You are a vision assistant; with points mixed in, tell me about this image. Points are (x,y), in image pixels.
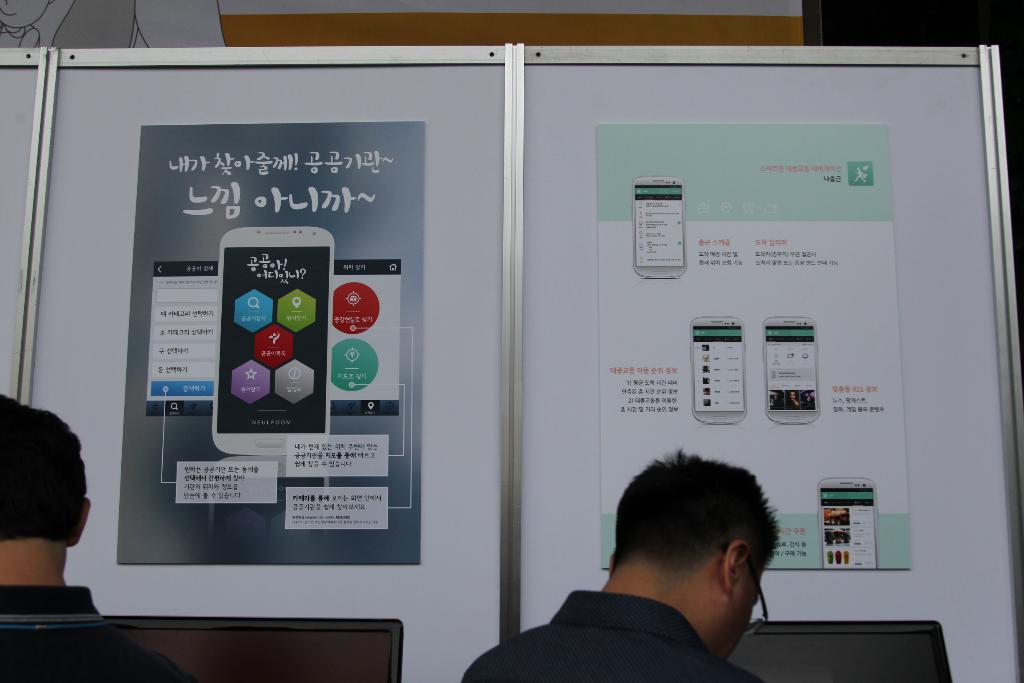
In this image we can see two persons (601,674) standing in front of board (100,551) on which we can see two posters (406,198). One person (758,547) is wearing spectacles (765,608).
